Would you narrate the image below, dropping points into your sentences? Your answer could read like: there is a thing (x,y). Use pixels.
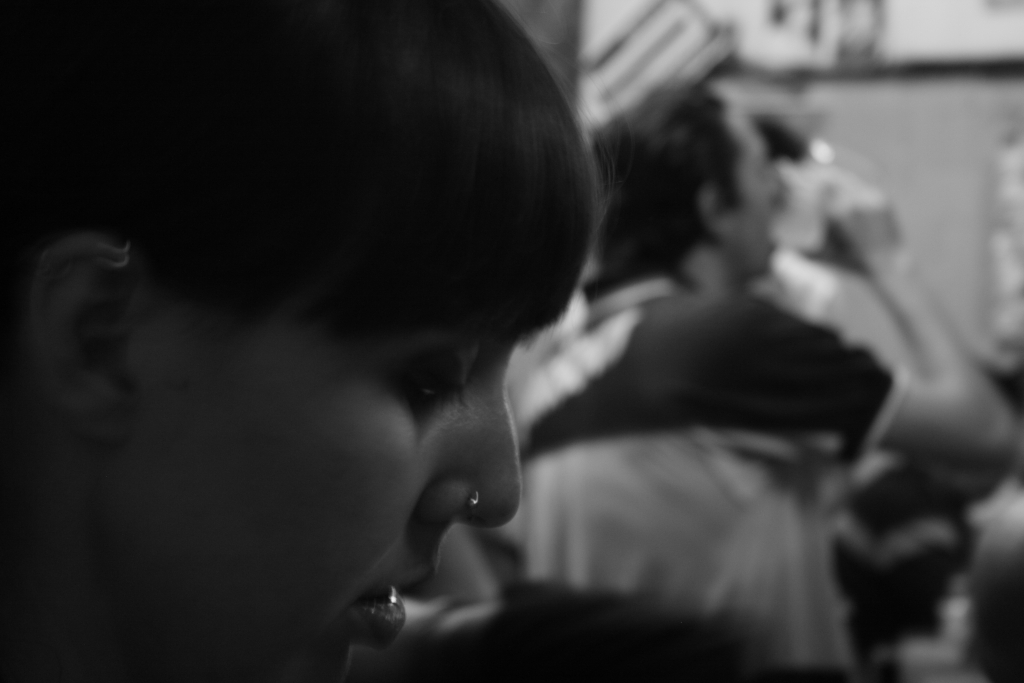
As we can see in the image there are few people (383,331) and wall (956,242). The image is little dark.
